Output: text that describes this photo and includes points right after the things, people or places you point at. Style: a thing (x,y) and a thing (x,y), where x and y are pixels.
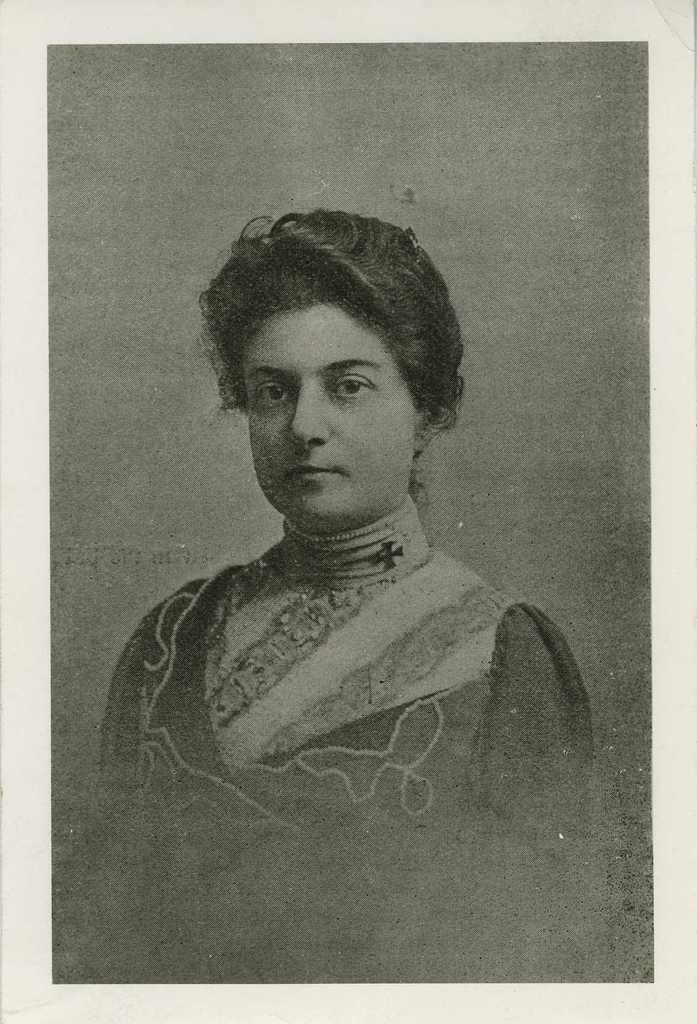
In this image I can see a photo frame (36,841) of a person (374,352). This is a black and white image.
